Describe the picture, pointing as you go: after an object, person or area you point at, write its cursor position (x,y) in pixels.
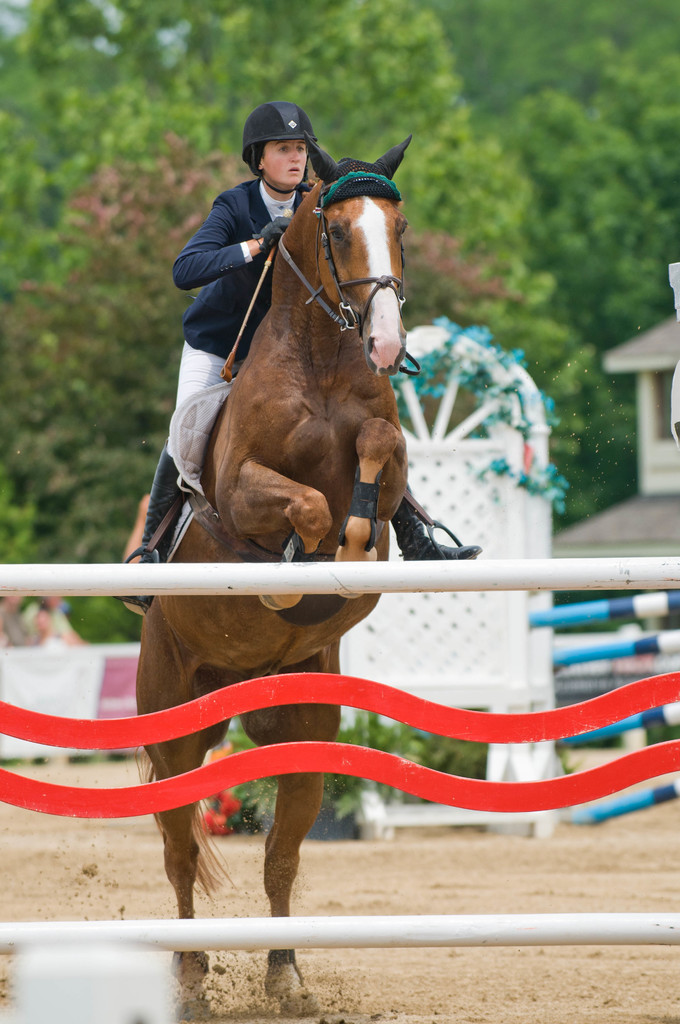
In the image we can see there is a horse (180,811) on which there is a woman (239,247) sitting and at the back (312,62) the image is blur.
